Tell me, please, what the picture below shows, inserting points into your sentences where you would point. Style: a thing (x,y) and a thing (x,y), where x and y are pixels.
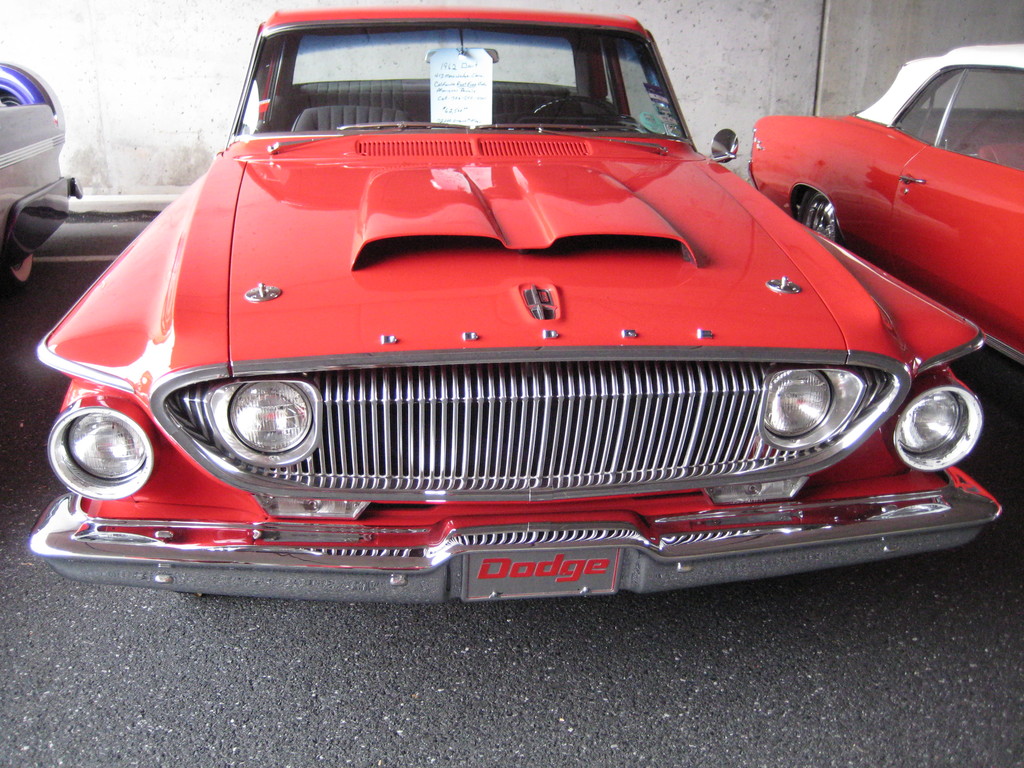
In this image in front (37,179) there are cars (537,362) on the road (595,669). Behind them there is a wall (797,28).
